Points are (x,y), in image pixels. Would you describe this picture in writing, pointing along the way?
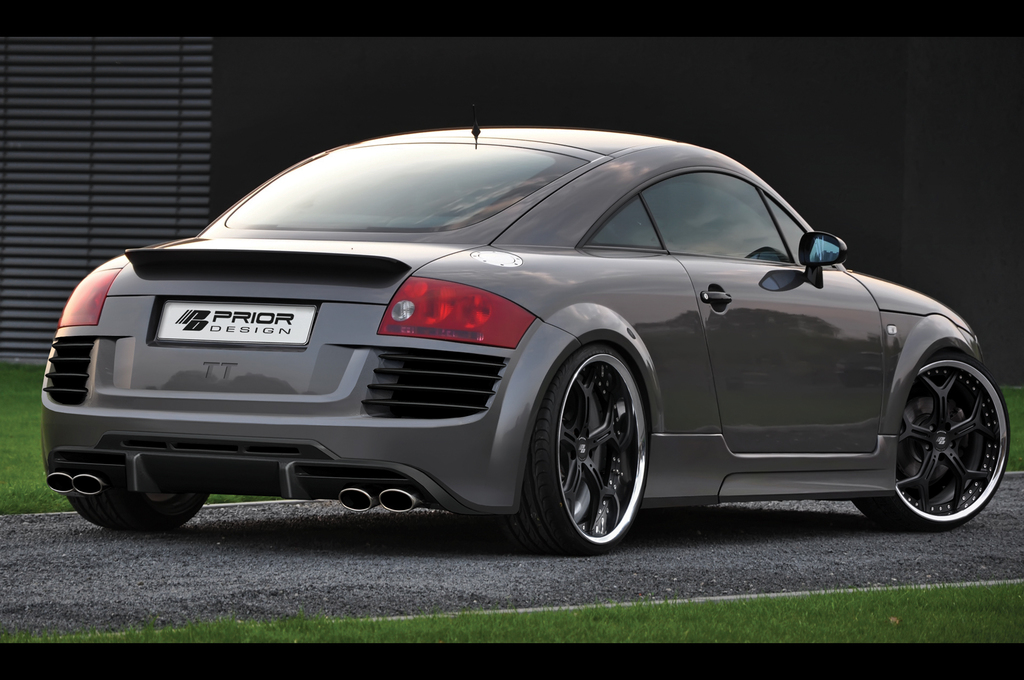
There is a grassy land (765,622) at the bottom of this image (836,628). There is one car (289,351) present in the middle of this image (489,343), and there is a wall (438,124) in the background (936,242).
